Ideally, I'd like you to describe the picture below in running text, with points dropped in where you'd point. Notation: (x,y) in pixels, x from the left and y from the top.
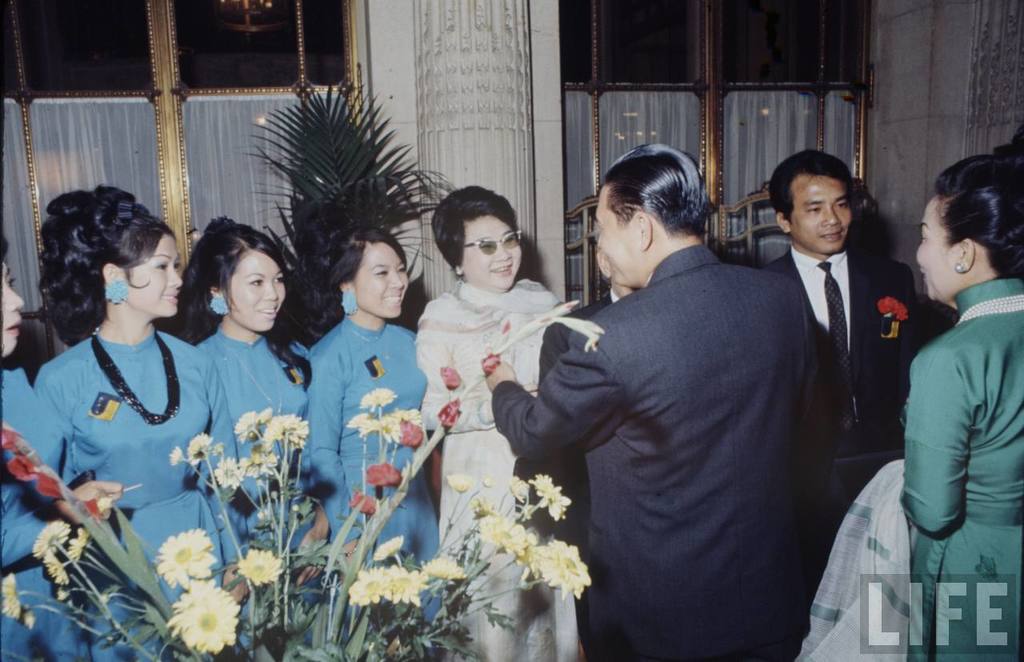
In this picture we can see a group of people (563,432) standing, smiling and in front of them we can see flowers (123,556) and in the background (310,194) we can see leaves (371,175), pillar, wall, windows (244,39) with curtains (748,142) and some objects (580,273).
